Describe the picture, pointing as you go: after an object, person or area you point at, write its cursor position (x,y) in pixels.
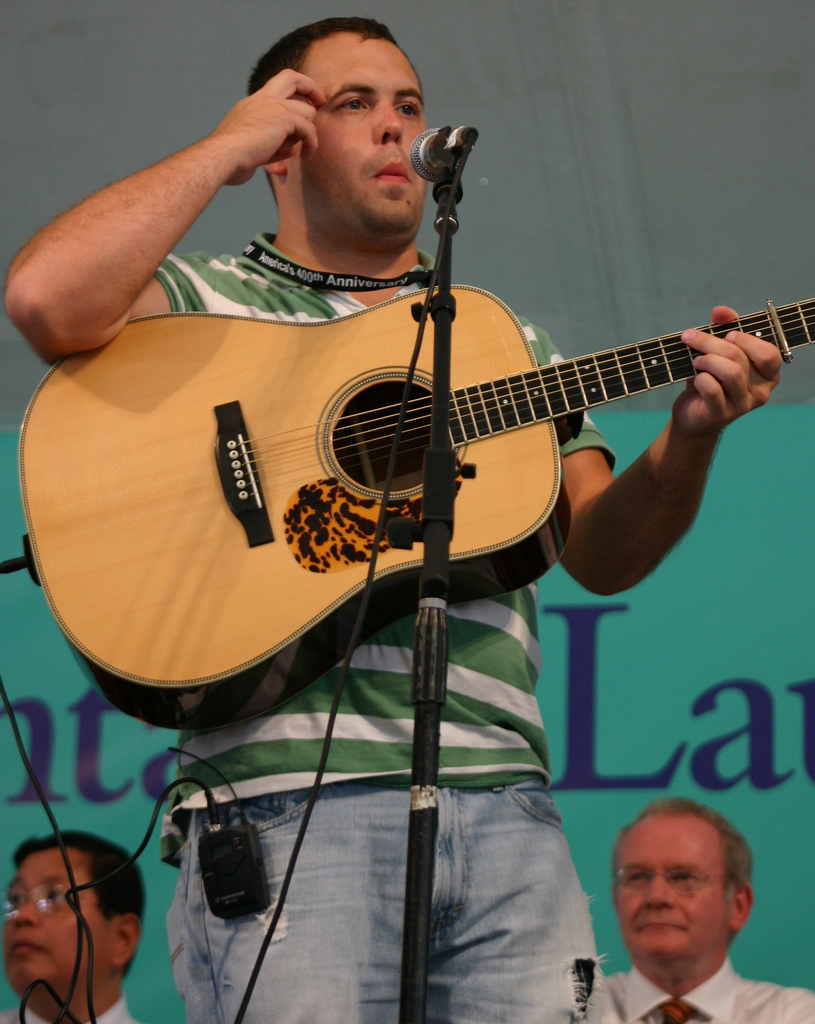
In this image, In the middle (532,670) there is a man (532,668) standing and in front of a microphone (431,520) which is in black color and holding a music instrument (221,502) in yellow color, In the background (80,899) there are some people (80,899) sitting and there is a wall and blue color poster (698,599).
